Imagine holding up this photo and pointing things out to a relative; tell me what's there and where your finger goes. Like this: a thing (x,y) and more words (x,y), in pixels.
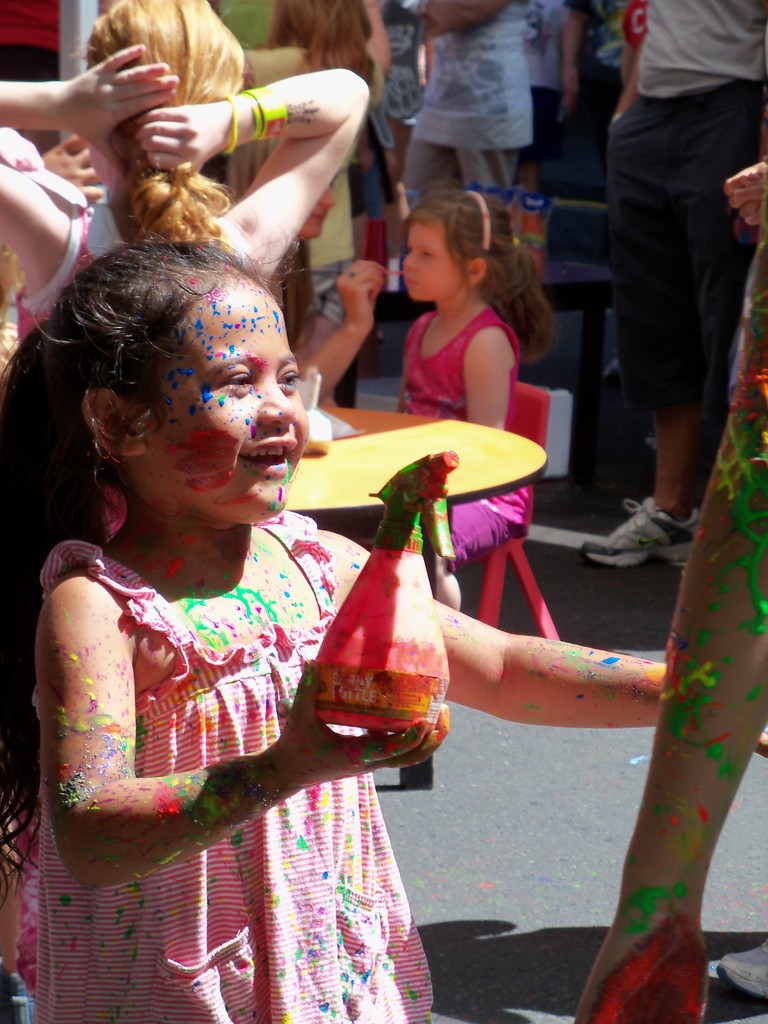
In this image there is a girl (201,712) and holding a bottle (425,658) in her hand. A girl (498,416) is sitting on a chair (514,539) before a table (304,495). A person (359,263) is holding a brush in his hand (363,269). Few persons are standing on the floor (520,844). Right side a person hand (697,552) is visible.
